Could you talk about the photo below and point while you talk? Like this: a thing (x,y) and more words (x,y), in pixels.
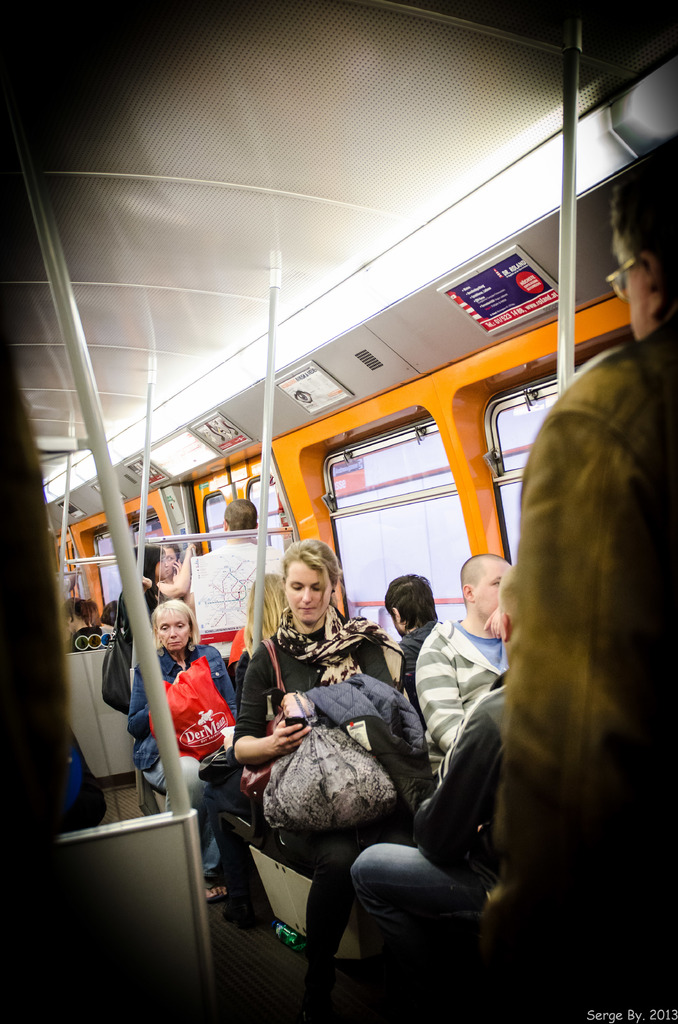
In this image I see the inside view of the public transport (334,374) and I see number of people (344,643) in which most of them are sitting and I see number of rods (142,511) and I see windows (389,490) and I see the lights (617,130) and I see the watermark (669,1016) over here and I can also see that it is black on the edges.
